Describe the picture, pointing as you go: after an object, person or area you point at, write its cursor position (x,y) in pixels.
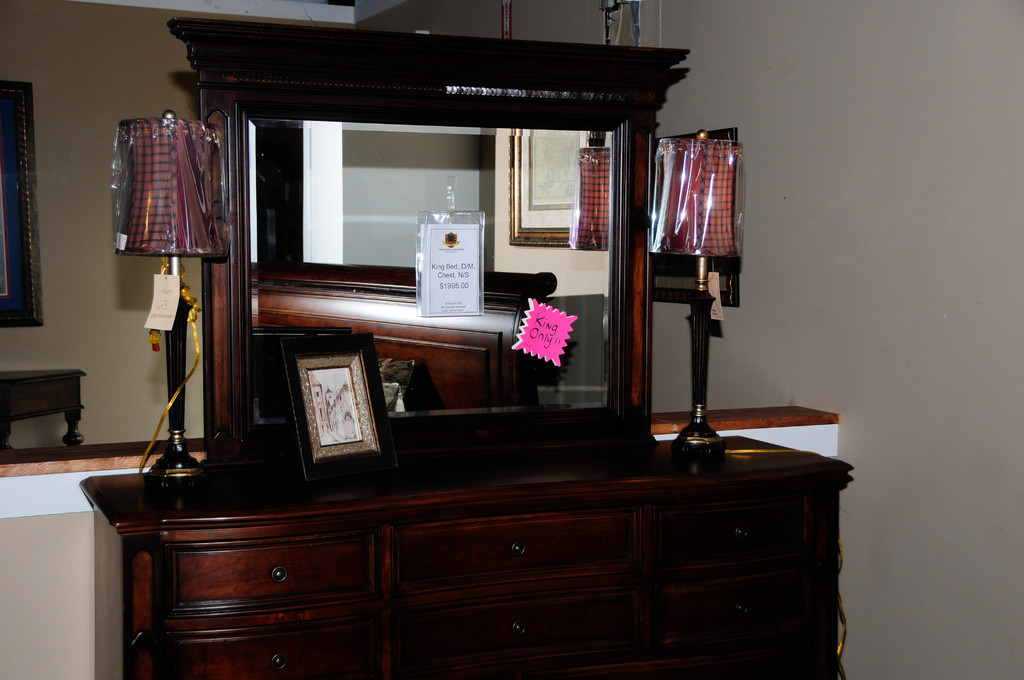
In this image we can see a cupboard (574,510) with a mirror (406,303). On the cupboard (206,431) there is a photo frame (303,407) and there are lamps (698,429). There are drawers (541,578) for the cupboard (728,576). On the mirror (538,287) there are two things (553,334) pasted. In the back (83,188) there is a wall (791,179). And we can see a photo frame (19,265) on the left side (29,271).
